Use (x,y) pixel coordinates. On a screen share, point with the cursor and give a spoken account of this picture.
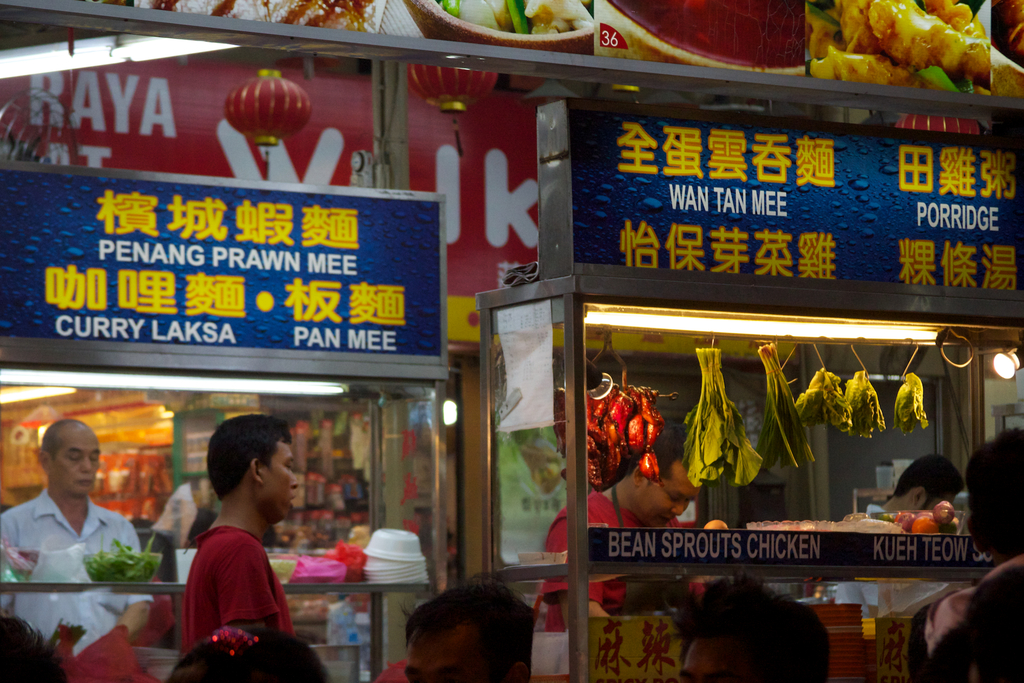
In this picture I can see many people (689,658) were standing near to the shop (891,566). At the top (611,46) I can see the banner (703,32) which showing the images of bowl (436,22), non veg materials (832,58). In the background (922,448) I can see the building (140,444).
